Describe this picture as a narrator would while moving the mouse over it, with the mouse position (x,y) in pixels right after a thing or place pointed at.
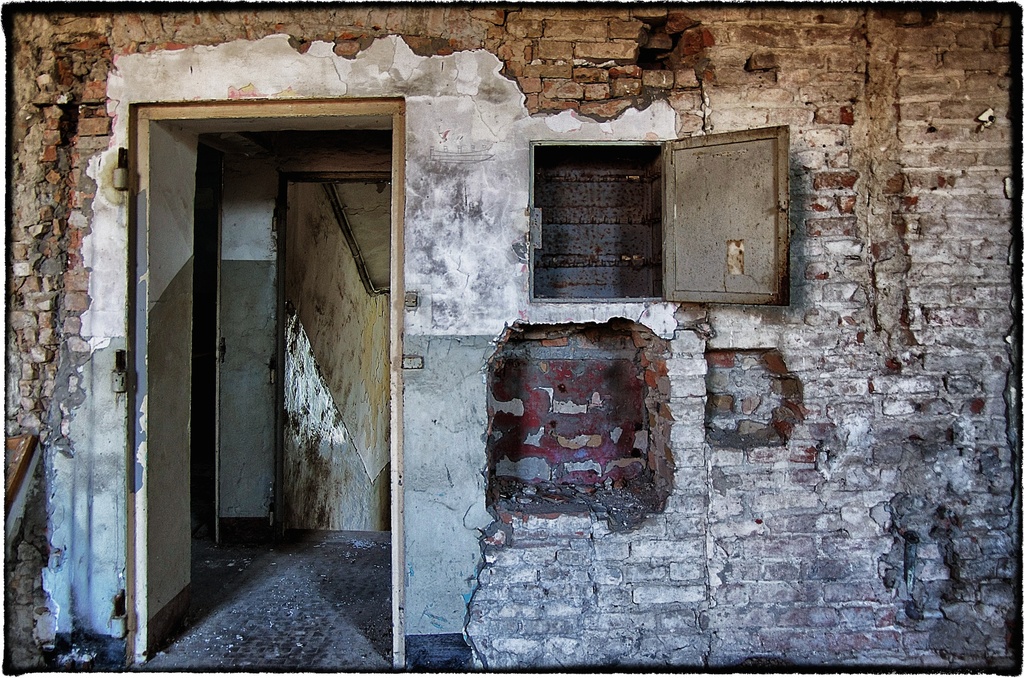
in this image we can see a destructed building (374,323) with doors (371,110) and a box (652,191) to the wall (857,437).
